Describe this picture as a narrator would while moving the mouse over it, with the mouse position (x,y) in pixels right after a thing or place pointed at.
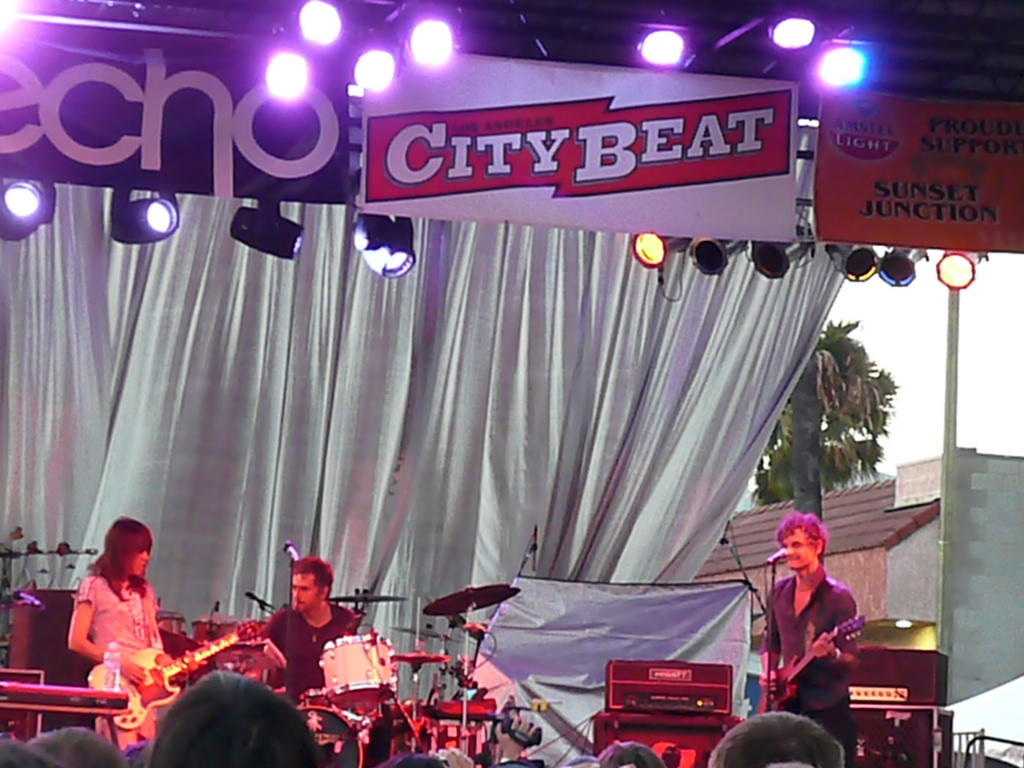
In this image I can see few people (834,606) where two of them are holding guitars (243,624). I can also see a drum set (329,757), few mics (246,596), number of lights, few boards (595,142) and curtains (462,438). On these boards (428,162) I can see something is written and in the background (907,597) I can see a building (910,556) and a tree (761,491).
